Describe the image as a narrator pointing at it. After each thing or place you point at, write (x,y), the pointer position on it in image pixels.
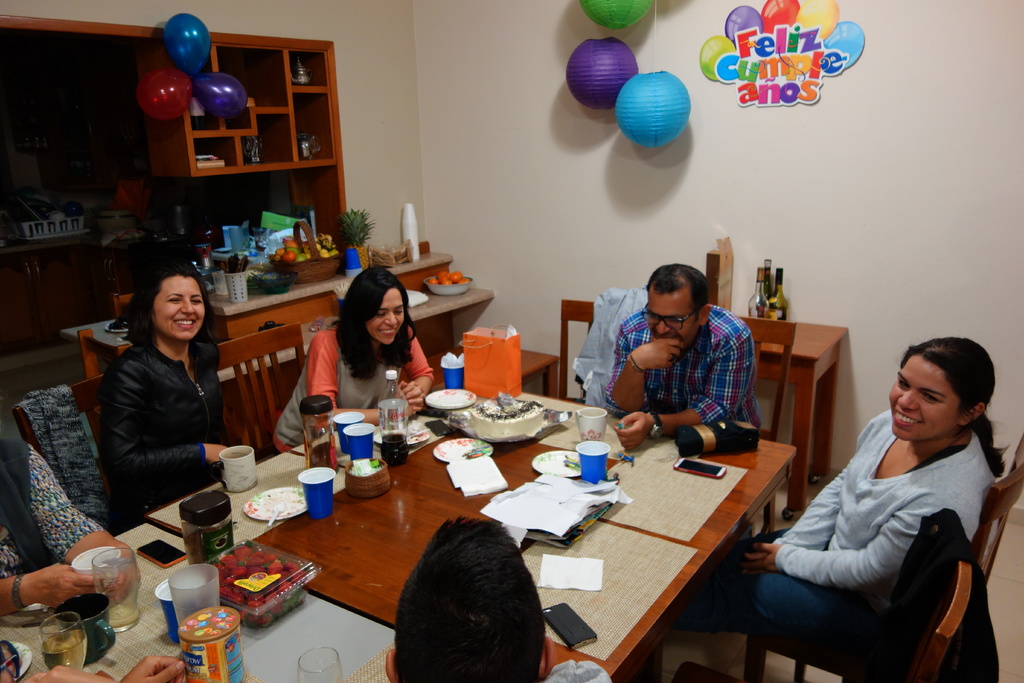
A group of people (716,346) are sitting on the chairs (718,682) around the dining table (715,479) behind them there is a wall (733,235).
